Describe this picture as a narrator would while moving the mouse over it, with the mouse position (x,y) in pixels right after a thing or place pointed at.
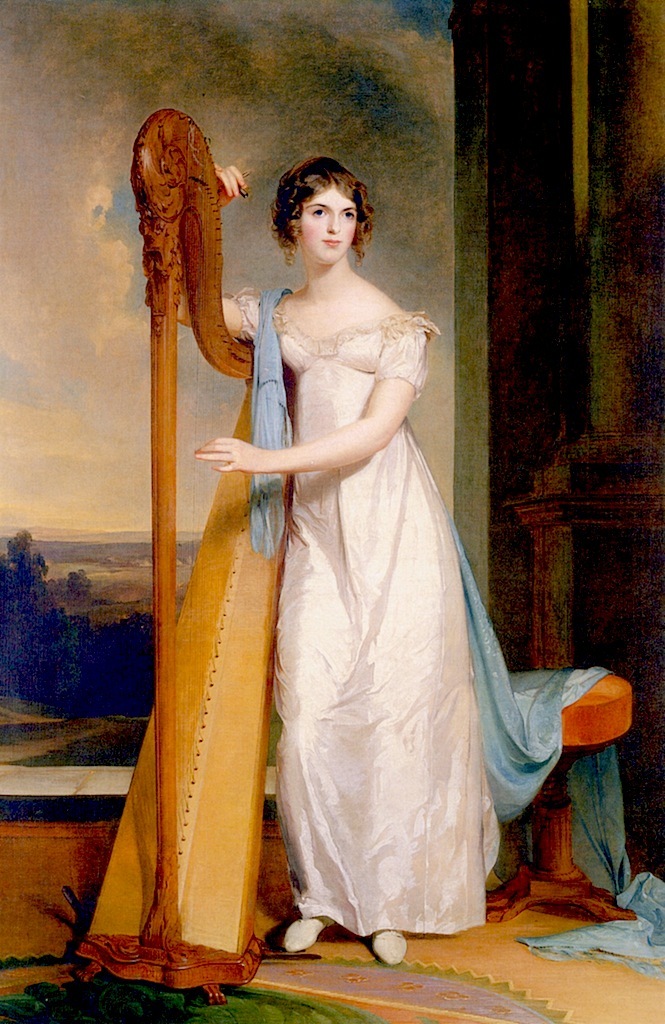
This is a painting in this image in the center (342,448) there is one woman (348,448) who is playing a harp (145,239), in the background (549,724) there is a stool (581,718), clothes (601,866), wall (638,862), and trees (54,614). At the bottom (516,953) there is floor (528,953), at the top of the image (303,154) there is sky (350,79).
